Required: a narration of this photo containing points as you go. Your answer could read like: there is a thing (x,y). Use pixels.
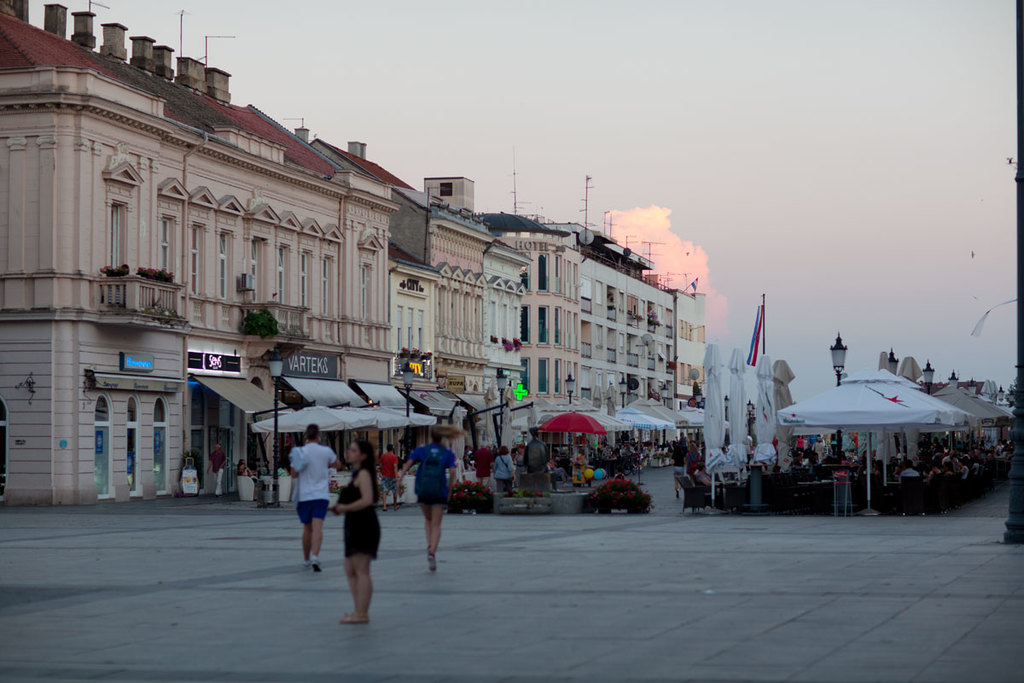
In this image, we can see some buildings (328,312) and in-front of the buildings (179,458) there are some tents (623,423) and there are also some people (434,500) who are walking on the street (694,556) and the sky (706,71) is almost reddish blue in color, we can also see the cloud (687,242) which is red in color.
